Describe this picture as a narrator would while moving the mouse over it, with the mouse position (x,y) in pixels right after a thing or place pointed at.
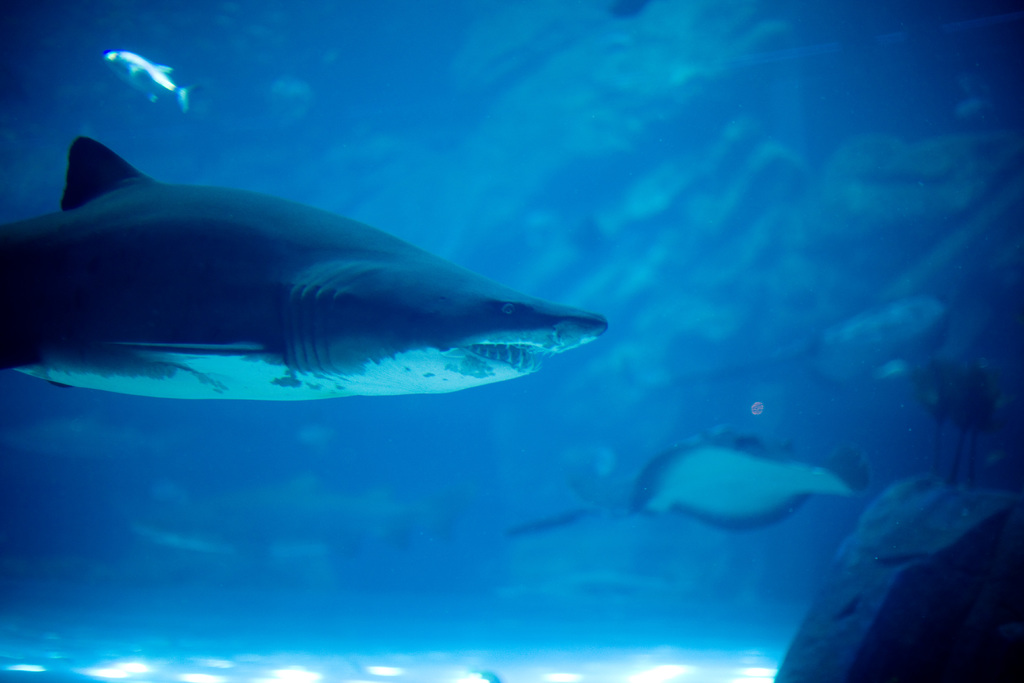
In this image I can see three fishes (240,298) and water (617,486). This fish (96,323) is facing towards the right side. On the bottom right corner of the image (920,586) I can see rock (859,587).
